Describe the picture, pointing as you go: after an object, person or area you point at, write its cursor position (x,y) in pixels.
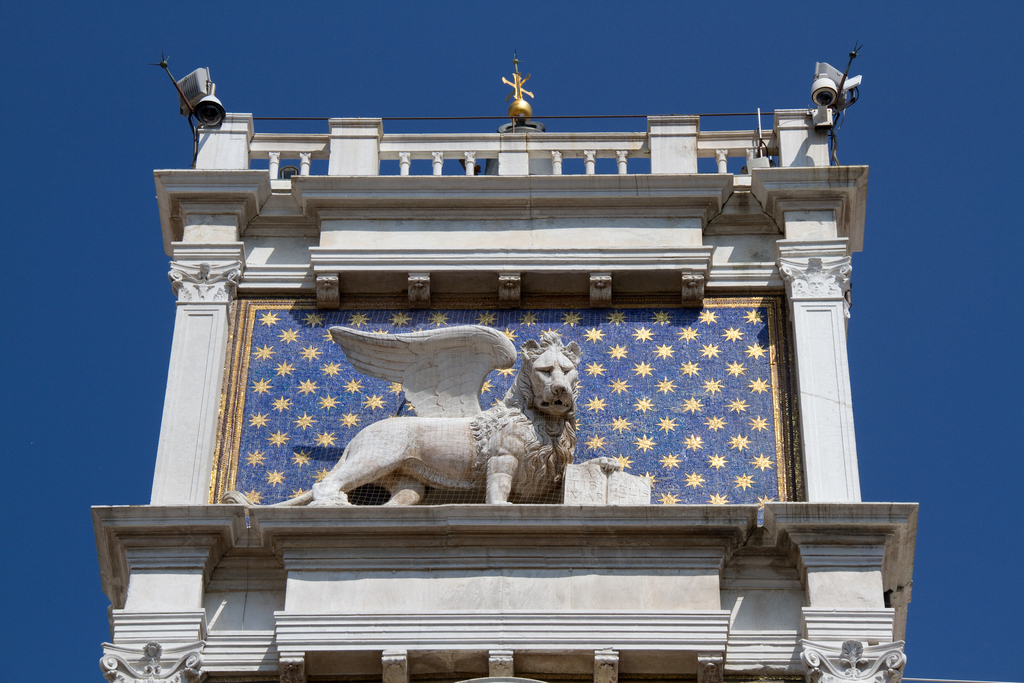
In this image in the front (534,491) there is a sculpture (459,466) and there is building (656,516) and there are cameras (197,115) on the building (425,134) and there is an object (525,110) which is golden in colour. In the center (620,355) there is a painting (654,366) on the wall (652,408).
